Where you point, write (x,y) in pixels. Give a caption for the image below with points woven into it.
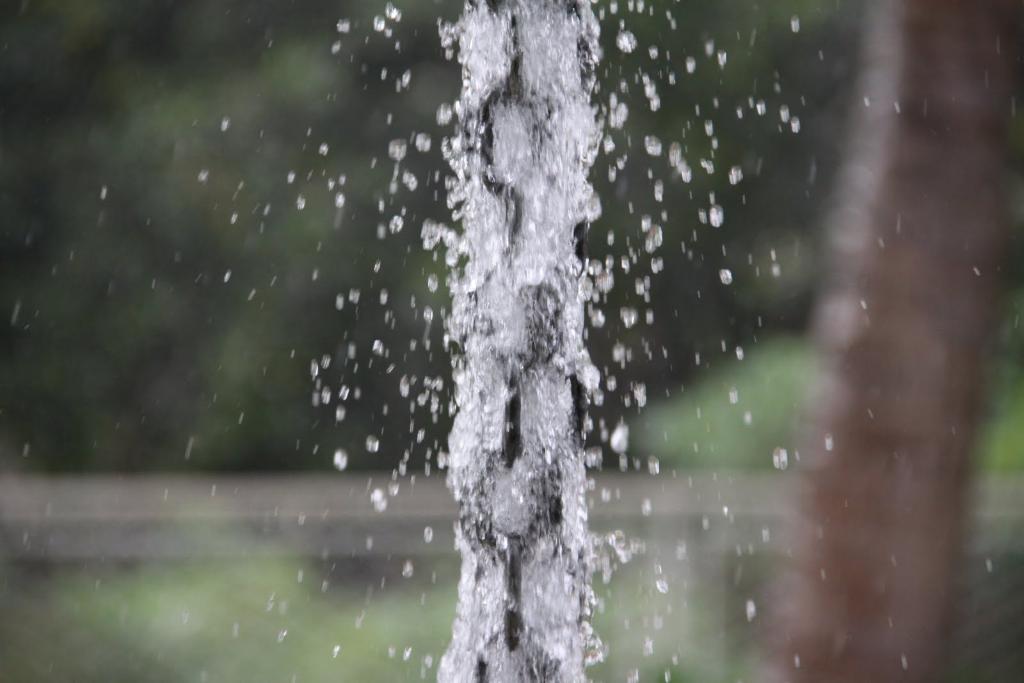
In this picture i can see water (544,404). The background of the image (655,439) is blurred.
